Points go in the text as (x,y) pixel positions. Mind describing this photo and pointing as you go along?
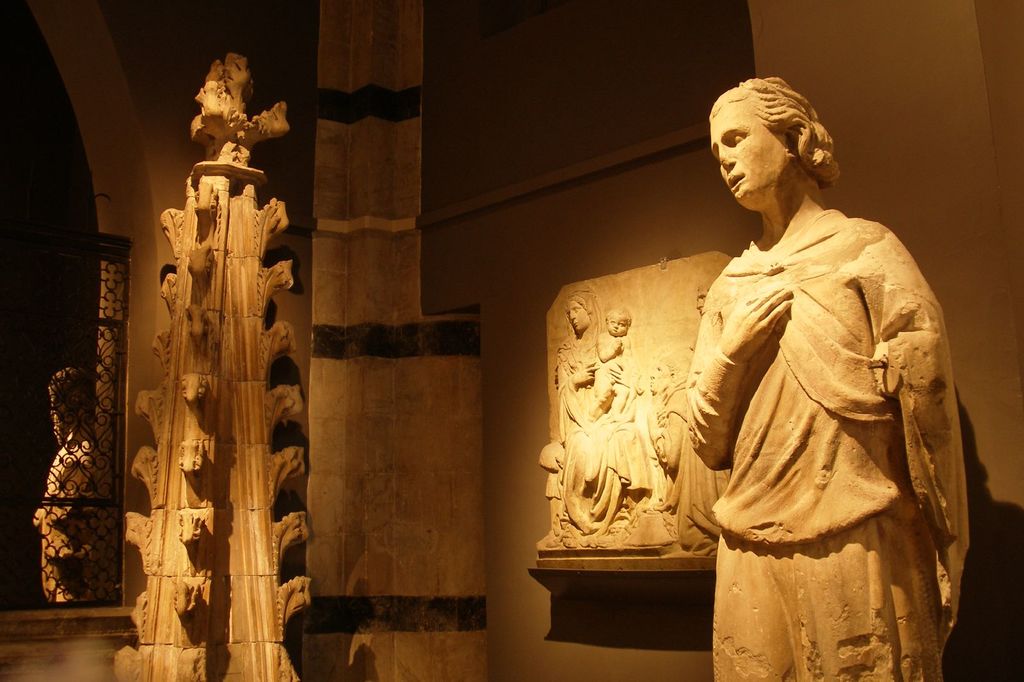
In this image, I can see a statue (801,619) of a person (777,436) and there are sculptures (209,413). On the left side of the image (69,468), I can see another sculpture (57,531) through an iron grille (52,407). In the background (430,347), I can see a wall (452,274).
